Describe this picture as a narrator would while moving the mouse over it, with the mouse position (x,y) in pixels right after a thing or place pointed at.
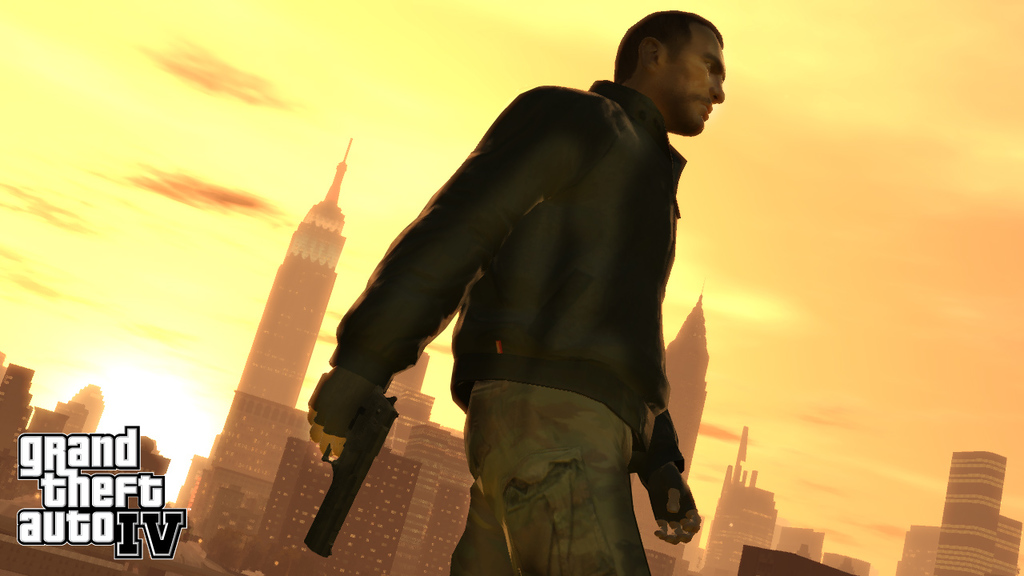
In this image I can see the depiction picture. In that picture I can see a man (584,232) is standing in the front (491,543) and I can see he is holding a gun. In the background (324,568) I can see number of buildings (285,466), clouds (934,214) and the sky (703,207). On the bottom left side of the image (27,539) I can see something is written.
